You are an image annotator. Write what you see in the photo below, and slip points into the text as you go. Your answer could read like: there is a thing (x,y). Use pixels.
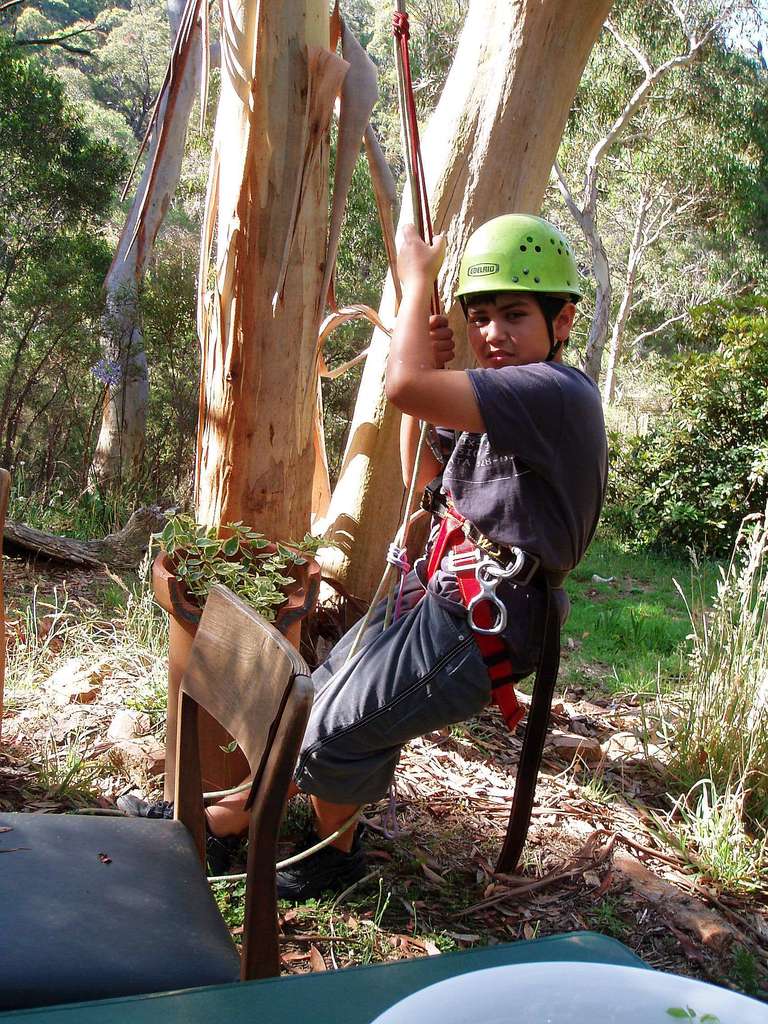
In this image there is a person (468,670) wearing a grey t-shirt (519,511) and green helmet (564,263), holding a rope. In the background (370,176) there is a group of trees (449,178) and plants (643,641). In the bottom (436,1017) there is a plate (429,1007) and a chair (258,950).
